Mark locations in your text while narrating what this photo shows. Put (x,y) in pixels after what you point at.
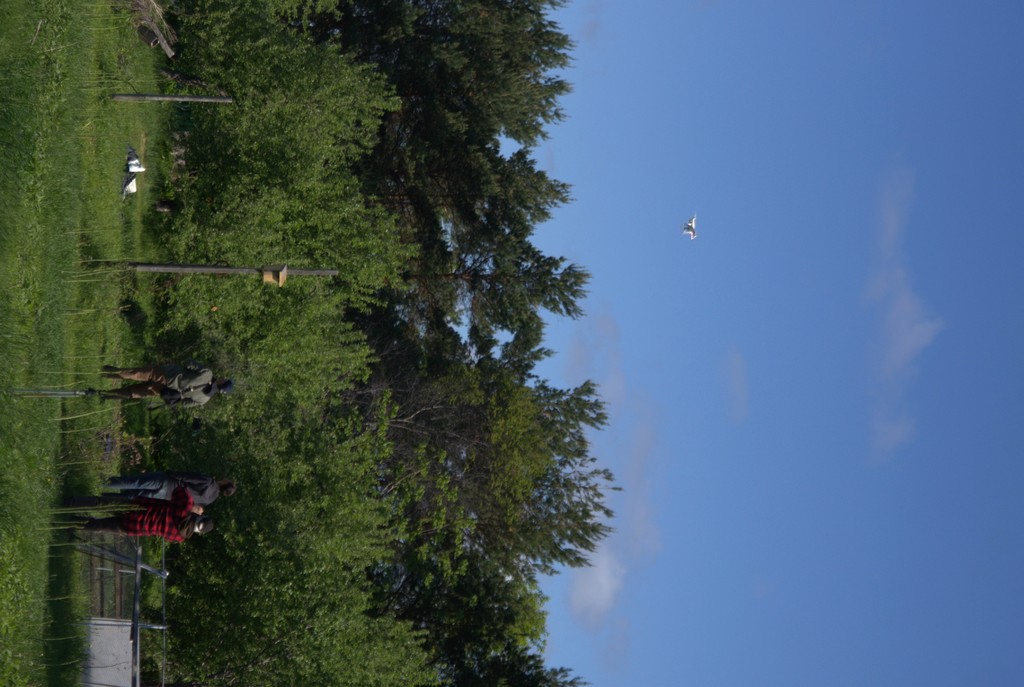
In the foreground of this image (146,536), there are three persons (125,514) standing on the grass (49,465) and there are poles (153,99) and a railing (139,606) and few trees (396,372). On the right (704,260), there is a bird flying in the air (696,247), sky (880,225) and the cloud (905,310).
